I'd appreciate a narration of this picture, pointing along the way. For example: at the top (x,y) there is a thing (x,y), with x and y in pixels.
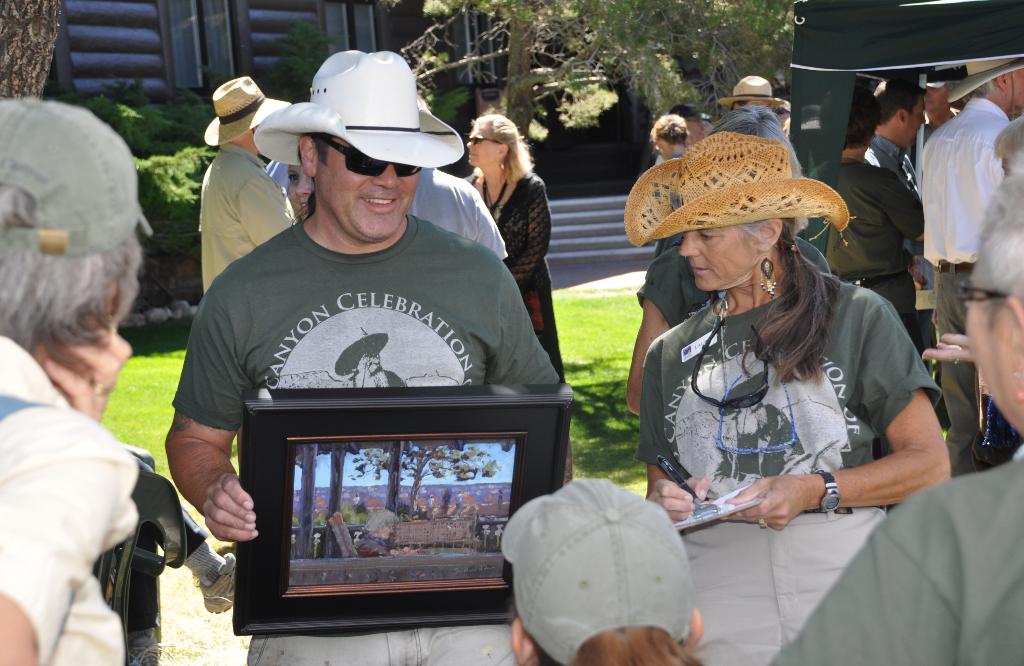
Here in this picture in the middle (417,323) we can see a person (317,323) standing on the ground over there and he is holding something in his hand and he is smiling and wearing goggles (361,159) and hat (360,146) on him and beside him also we can see another woman (736,322) standing and writing something in the paper (719,511) present in her hand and wearing hat (674,188) on her and we can also see other people (944,194) standing over there and we can see some part of ground (172,385) is covered with grass (617,443) and we can see plants (189,109) and trees (646,18) present over there.
